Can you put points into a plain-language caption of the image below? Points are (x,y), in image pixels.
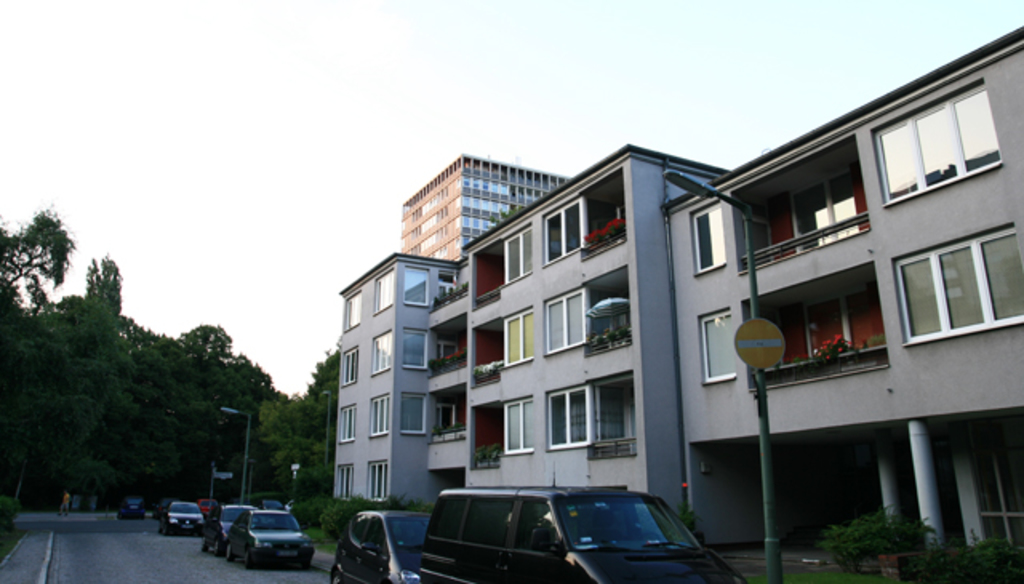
In this image I can see building (653,418), in front of the building (536,418) I can see vehicles (512,531) parking on the road (36,530), at the top (244,93) I can see the sky (471,66), on the left side (88,366) I can see trees (87,394).
